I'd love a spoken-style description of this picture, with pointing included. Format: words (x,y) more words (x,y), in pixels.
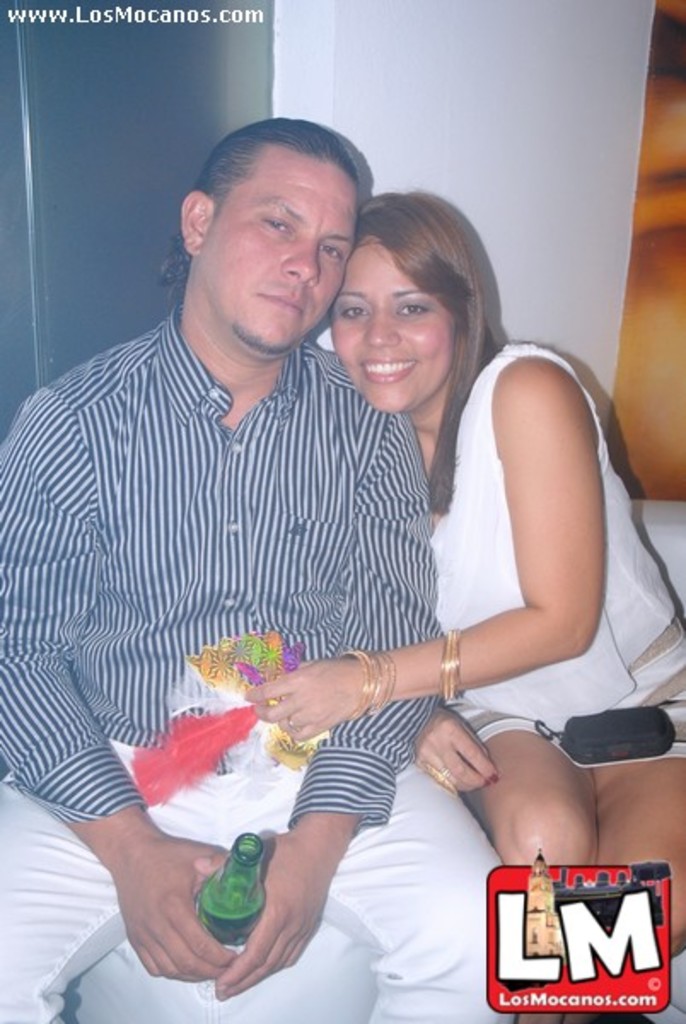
Here in this picture we can see a man (227,476) with blue lines shirt (127,539) and a white pant (48,876). He is holding a bottle (228,902) in his hands (142,902). Beside him there is a lady (516,483). She is wearing a bangle (446,664) to her left hand (414,674) and a ring (444,771) to her right hand ring finger (434,762). There is a black color pouch (593,736) on her lap (594,787). The lady (541,711) is smiling. They both are leaning to the pillar (422,103).
